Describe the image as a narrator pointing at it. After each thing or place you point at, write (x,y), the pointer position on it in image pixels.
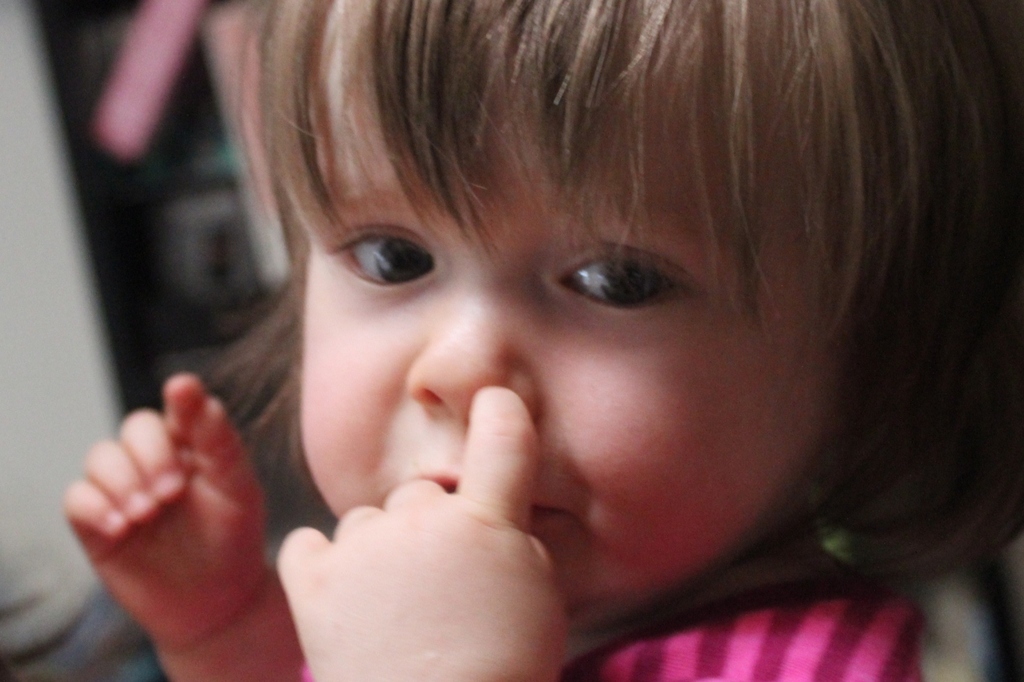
In the image I can see a girl (616,276). The background of the image (162,256) is blurred.
